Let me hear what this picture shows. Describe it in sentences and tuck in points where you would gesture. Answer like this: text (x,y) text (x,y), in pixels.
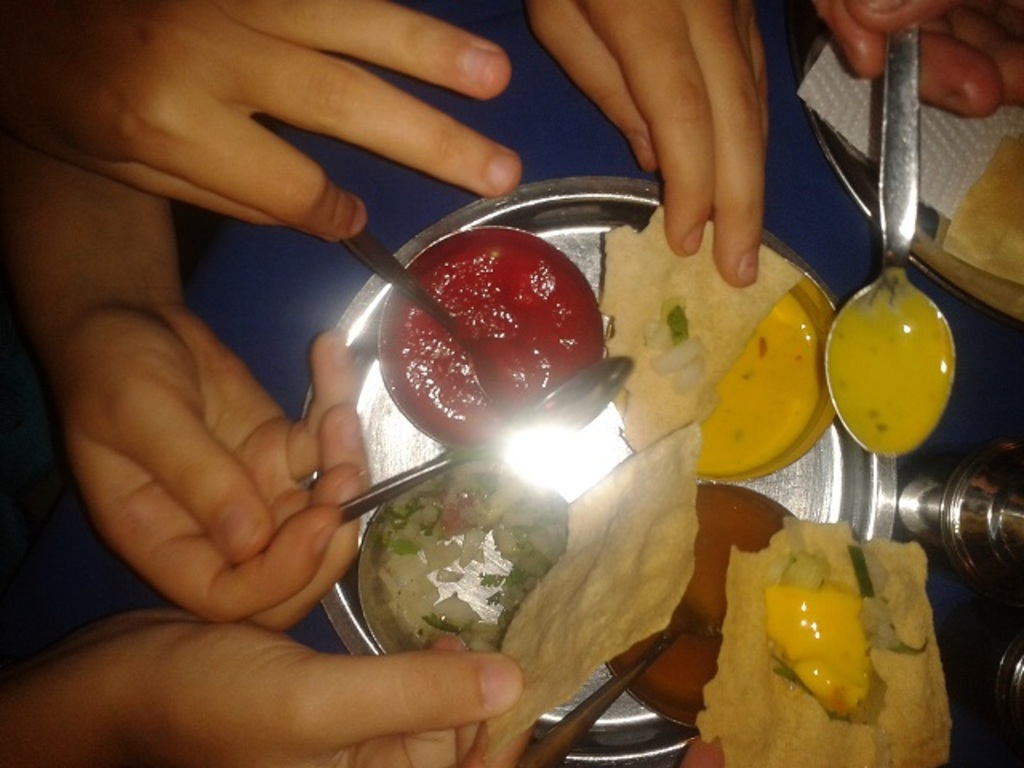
In this picture we can see the person's hand (301,226) who is holding spoon (588,701) and food items (823,646). On the table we can see the tissue paper (945,208), steel plates (811,59), cucumber pieces (520,534) and other food items (747,422).
